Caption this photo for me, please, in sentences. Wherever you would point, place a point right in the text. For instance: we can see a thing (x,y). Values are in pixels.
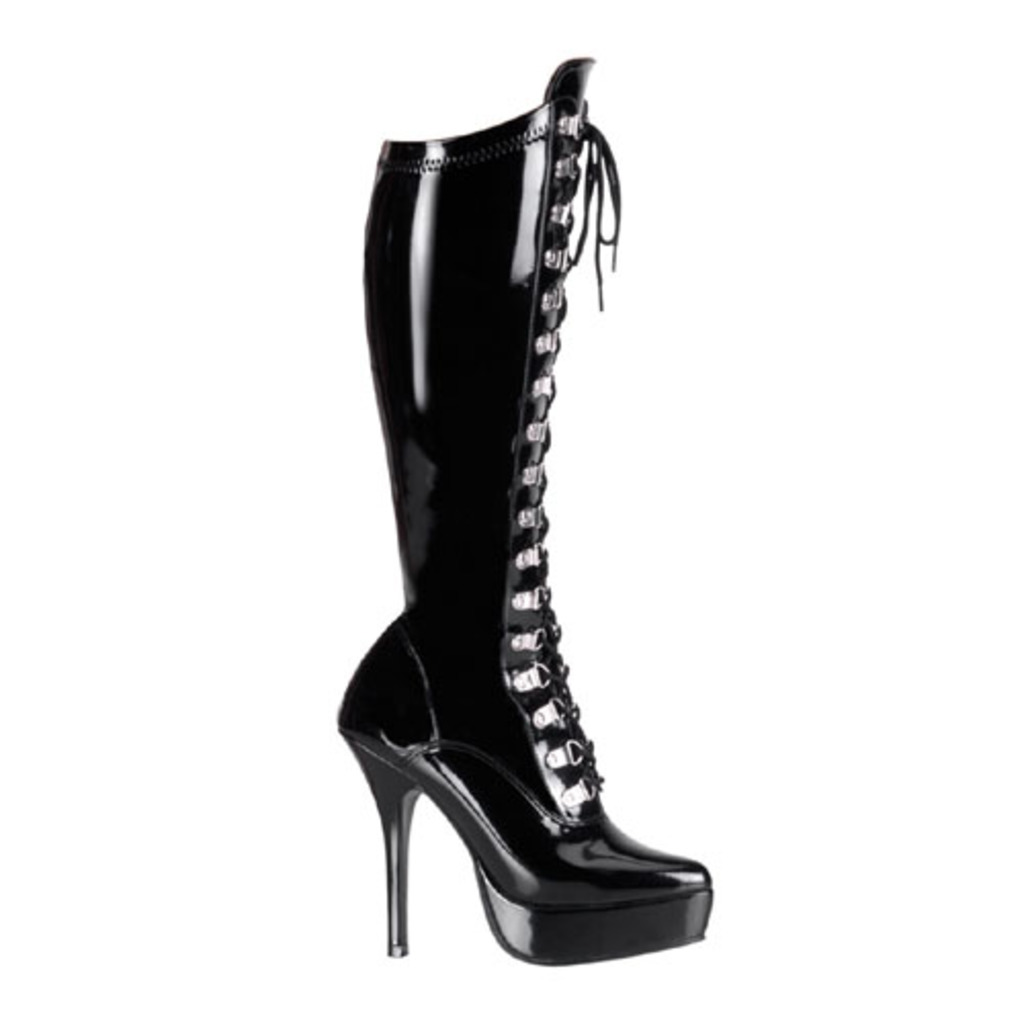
In this image we can see the black color shoe model heel (480,637) and the background of the image (817,945) is in white color.
